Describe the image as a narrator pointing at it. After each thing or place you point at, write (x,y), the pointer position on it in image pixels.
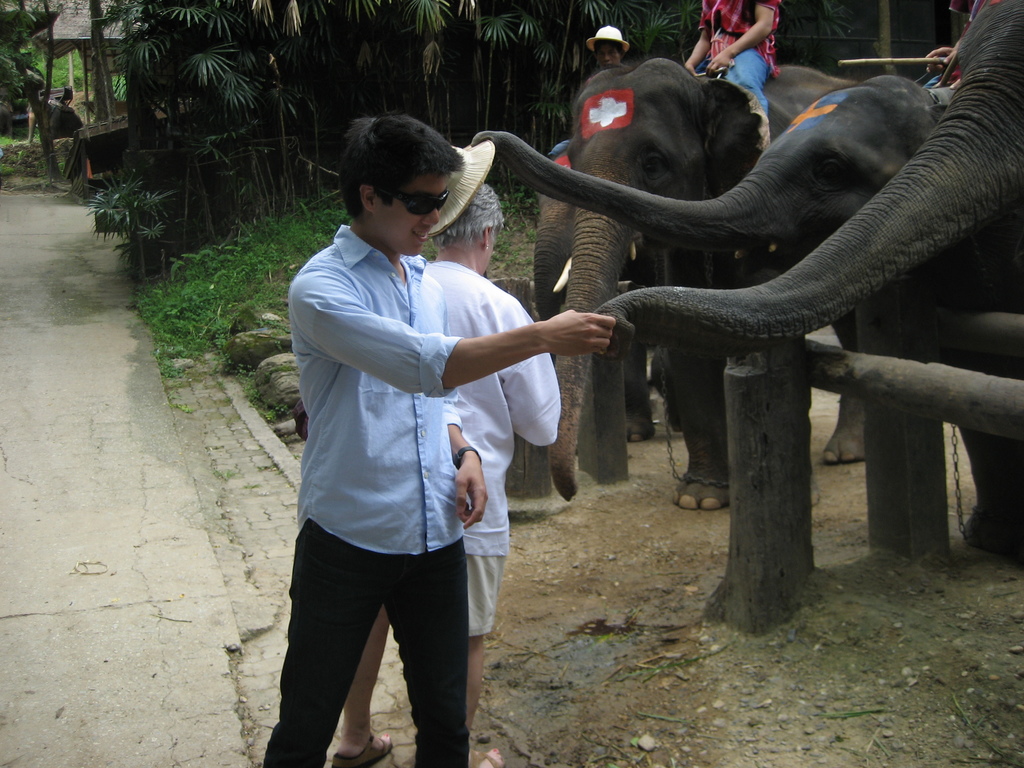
In this picture there is a boy (435,185) who is wearing goggles (397,203), shirt (426,416), watch (456,465) and trouser (445,682). He is holding an elephant's trunk (615,332). Beside him there is an old man (474,312) who is wearing white t-shirt (506,414), short (469,613) and slipper (495,764). On the right (1007,100) there are four elephants (810,217) which are standing behind this wooden fencing (804,358). In the top right (758,71) there is a man (756,86) who is sitting on the elephant (705,89) and holding the ropes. In the background (218,20) i can see many trees (331,93), plants (282,155) and grass (211,279). In the top left corner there is a man (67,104) who is standing near to the hut (85,52).
